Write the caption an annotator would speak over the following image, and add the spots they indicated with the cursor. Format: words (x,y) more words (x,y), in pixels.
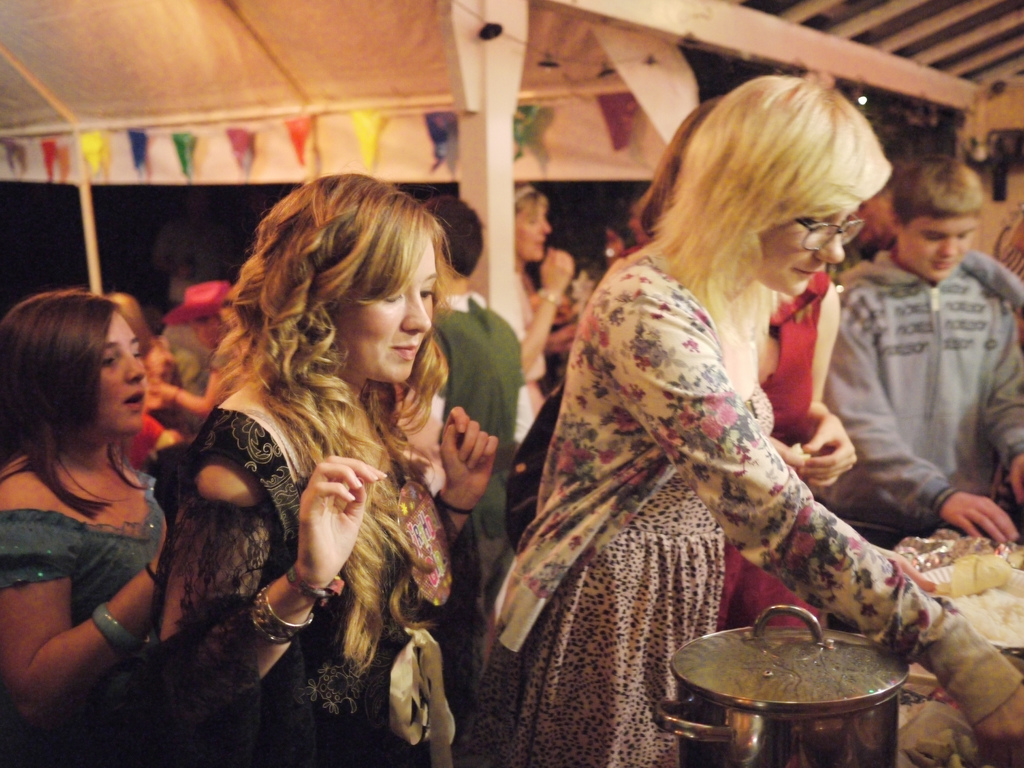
In this picture there are group of people (911,271) standing under the tent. In the foreground (608,348) there is a woman (575,395) with floral jacket (638,460) is standing and holding the object (979,579). There is a bowl (729,706) and there are plates (932,585) on the table (916,682).
